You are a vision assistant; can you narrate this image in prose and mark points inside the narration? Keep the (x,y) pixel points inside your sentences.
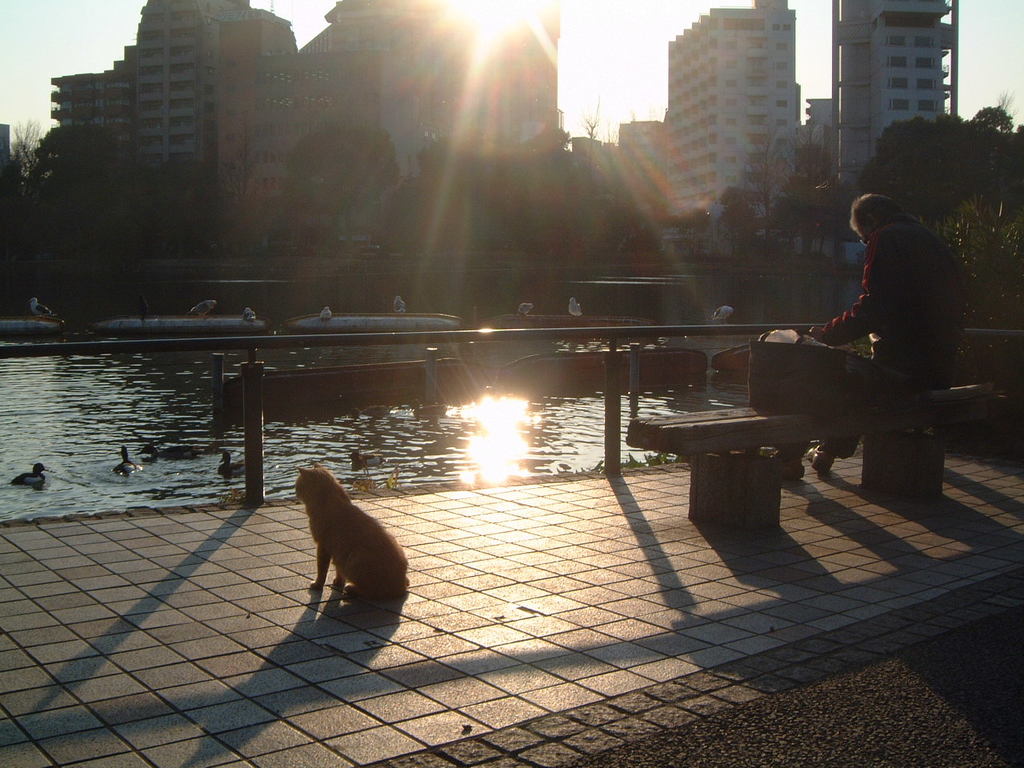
In the center of the image (410,467) we can see the boats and ducks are present on the water (23,391). In the background of the image (170,238) we can see the buildings (854,113), trees (1023,283), railing (990,327). On the right side of the image (947,336) we can see a person (921,266) is sitting on a bench (648,448). At the bottom of the image (535,656) we can see the road (950,730), footpath (330,605) and cat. At the top of the image (615,55) we can see the sun (479,34) is present in the sky (963,12).
